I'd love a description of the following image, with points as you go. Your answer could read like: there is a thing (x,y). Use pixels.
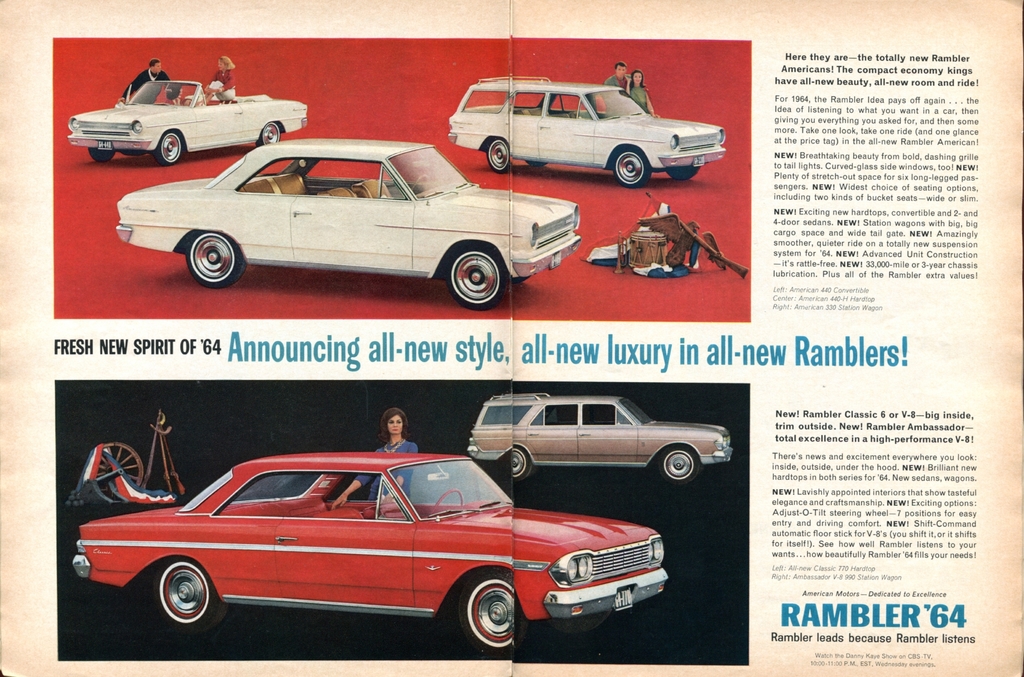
In this image, we can see a magazine (509,495). In this picture, we can see few vehicles (372,524), people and some information (857,456).
